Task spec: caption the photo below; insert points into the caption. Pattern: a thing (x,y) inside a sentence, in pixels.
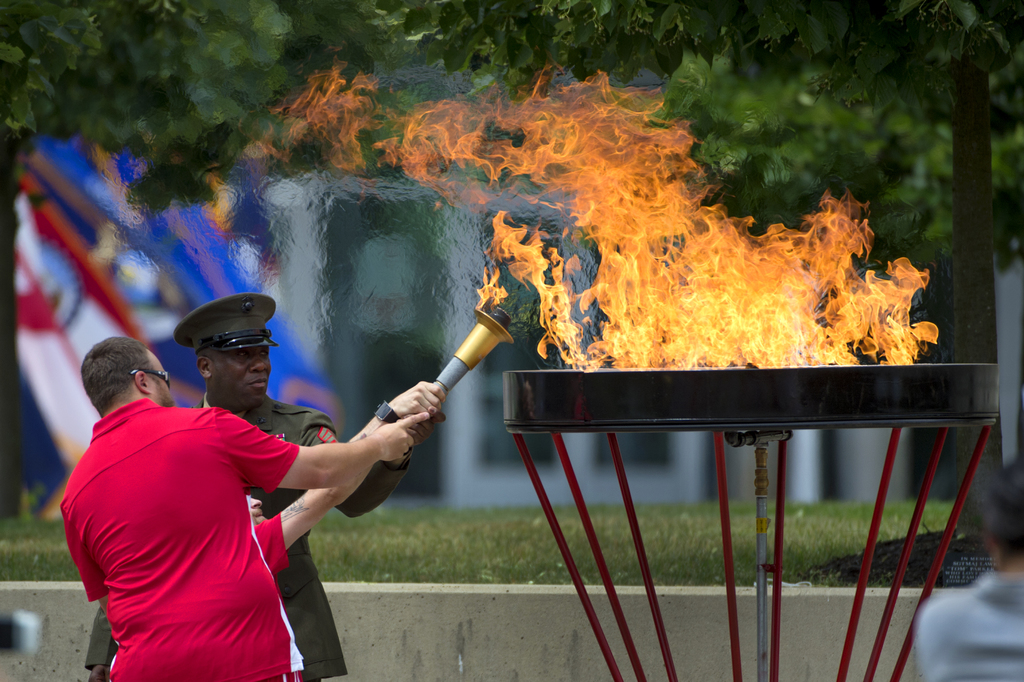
In this image I can see two men (197,526) are standing on the left side (317,487) and I can see both of them are holding a fire stick (472,365). On the right side of this image (685,413) I can see a stand (637,371) and on it I can see fire (646,337). In the background (276,124) I can see few trees (976,174) and grass (471,527) and I can see this image is little bit blurry in the background (970,295). On the right bottom side of this image (972,567) I can see a board (981,570) and on it I can see something is written. I can also see a blue and white color thing (75,322) on the left side of this image (107,256).
